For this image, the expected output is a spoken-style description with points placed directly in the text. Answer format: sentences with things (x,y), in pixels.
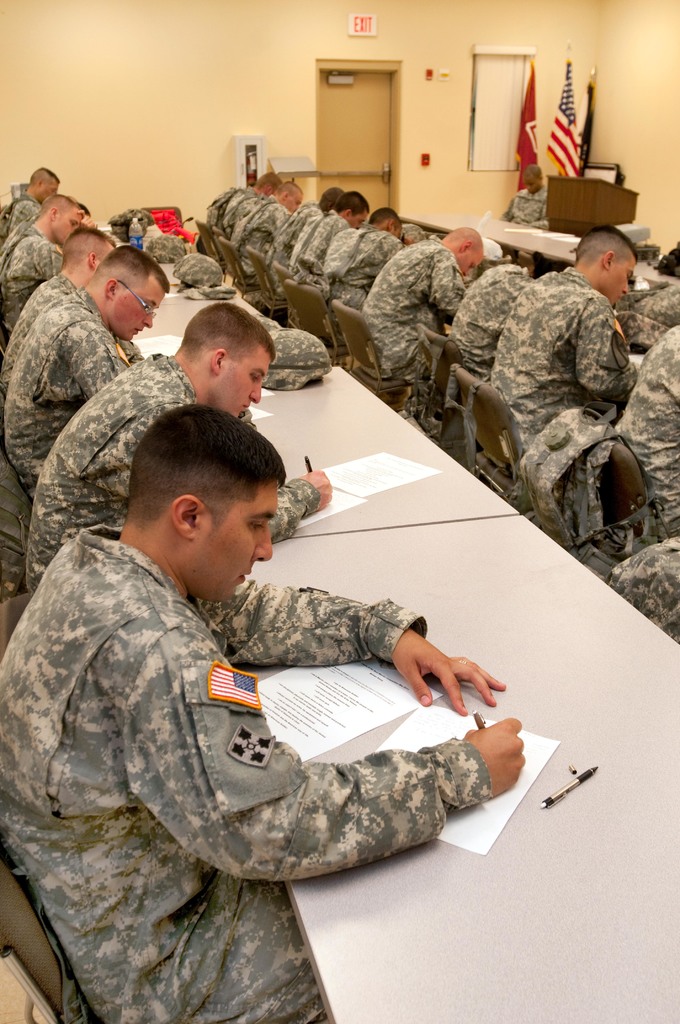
This is the picture of a room (637,184). In this image there are group people (264,878) holding the pen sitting on the chairs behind the tables (639,745). There are papers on the table (362,454). At the back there is a person (518,216) sitting beside the podium (605,198) and there are three flags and there is a door (374,204). There is a board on the wall (275,13).
